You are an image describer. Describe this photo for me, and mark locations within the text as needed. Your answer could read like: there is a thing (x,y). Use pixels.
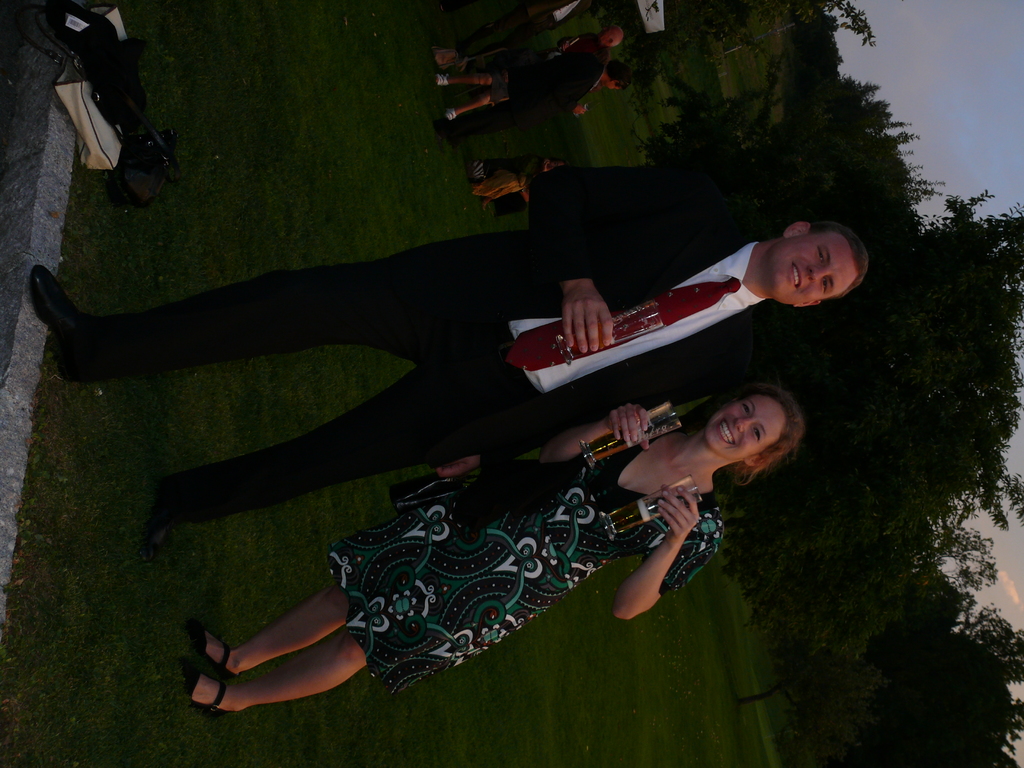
Here a man (540,248) is standing, he wore a black color coat (522,311) holding a wine glass (643,320) beside him, there is a girl (586,541) who is standing and also holding 2 wine glasses (594,440) in her hands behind them it's a tree (885,470).
